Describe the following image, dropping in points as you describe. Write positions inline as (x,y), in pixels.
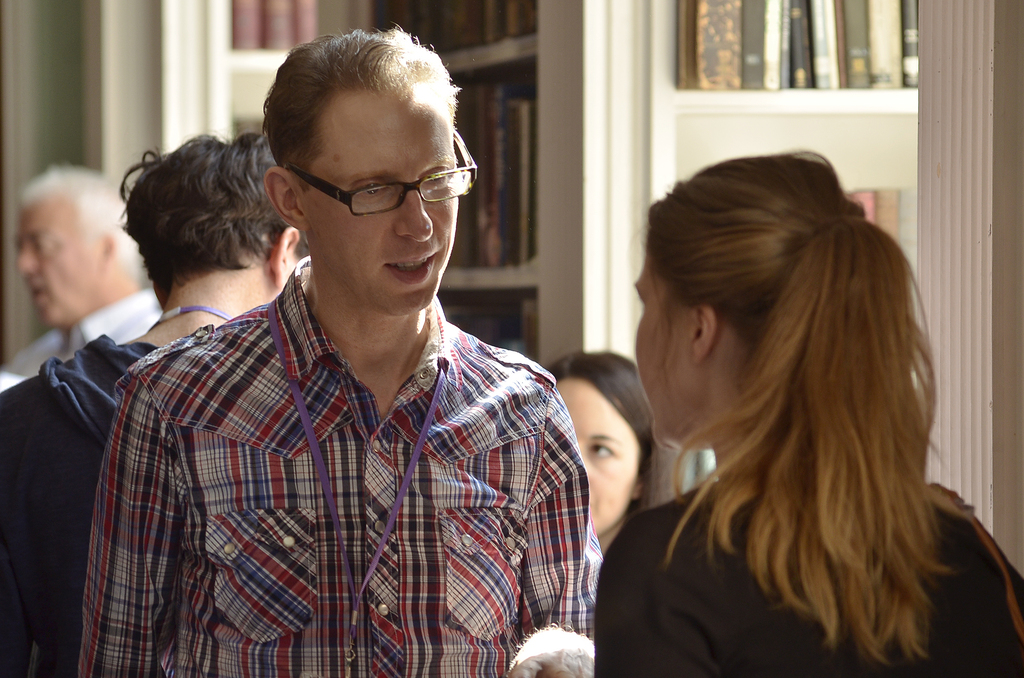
This picture is taken inside the room (937,477). In this image, we can see a group of people (265,602). In the background (810,95), we can see a shelf (811,108), on the shelf (861,125), we can see some books (799,71).
